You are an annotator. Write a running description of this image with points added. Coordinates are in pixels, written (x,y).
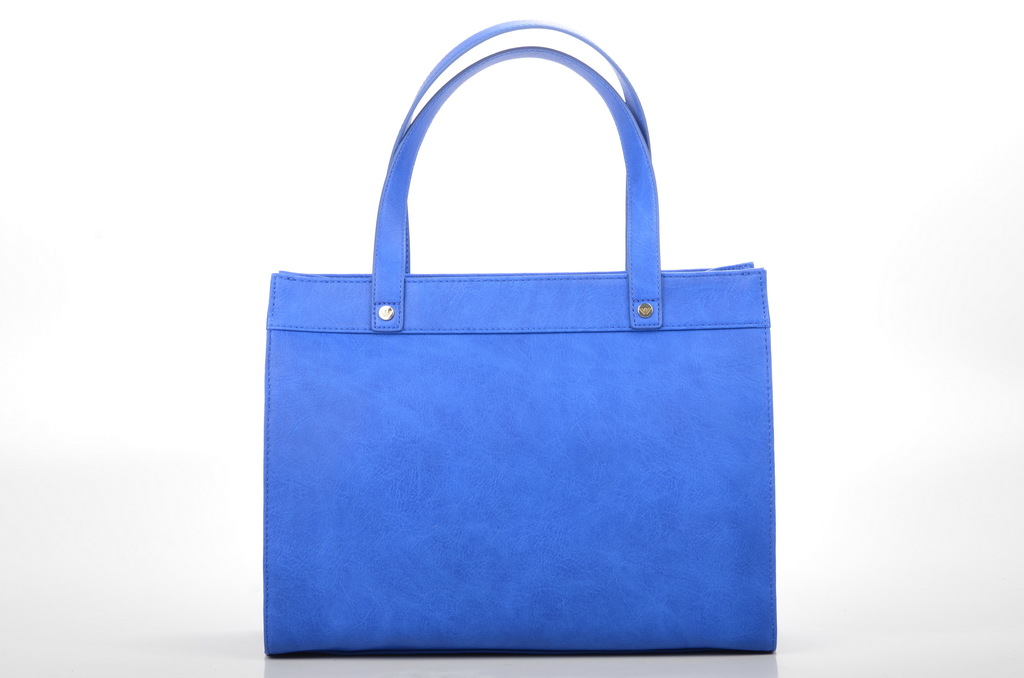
In this image I can see a handbag (409,455). It is in blue color.
